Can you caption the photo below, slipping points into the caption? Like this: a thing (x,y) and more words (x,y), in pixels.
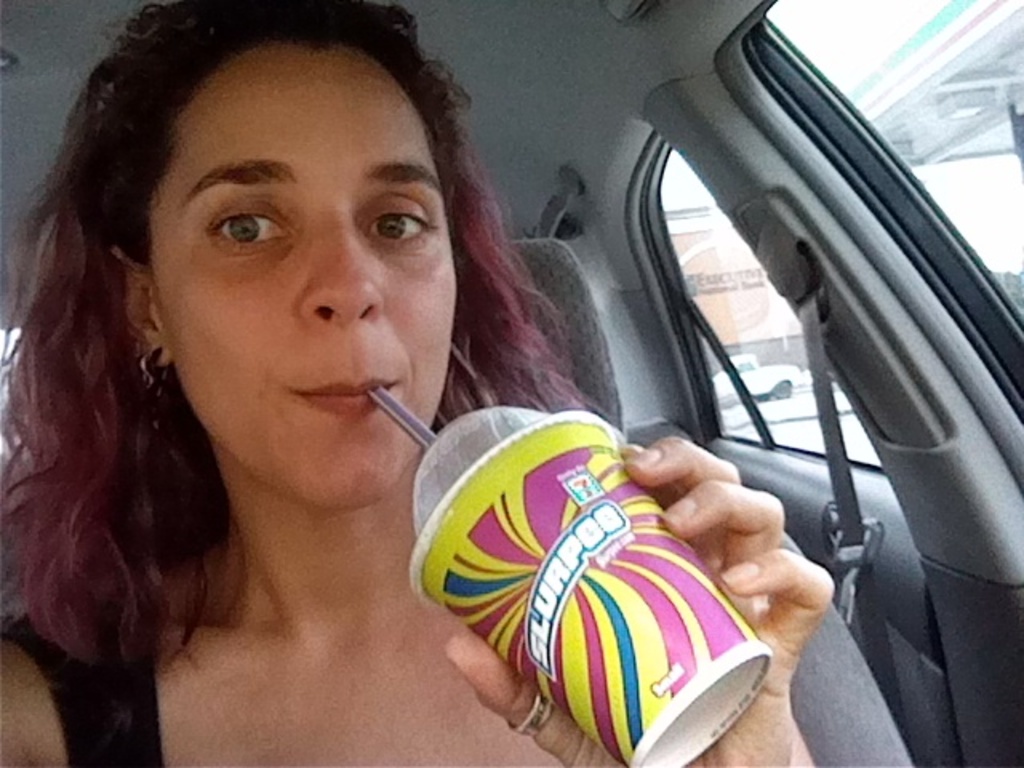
In this image we can see one woman (386,686) sitting in the car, holding a cup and drinking. There is one car (753,365) on the road (806,425), one building (766,357), one roof (1017,115) with black pole (1013,130) and at the top (1013,172) there is the sky (851,32).
